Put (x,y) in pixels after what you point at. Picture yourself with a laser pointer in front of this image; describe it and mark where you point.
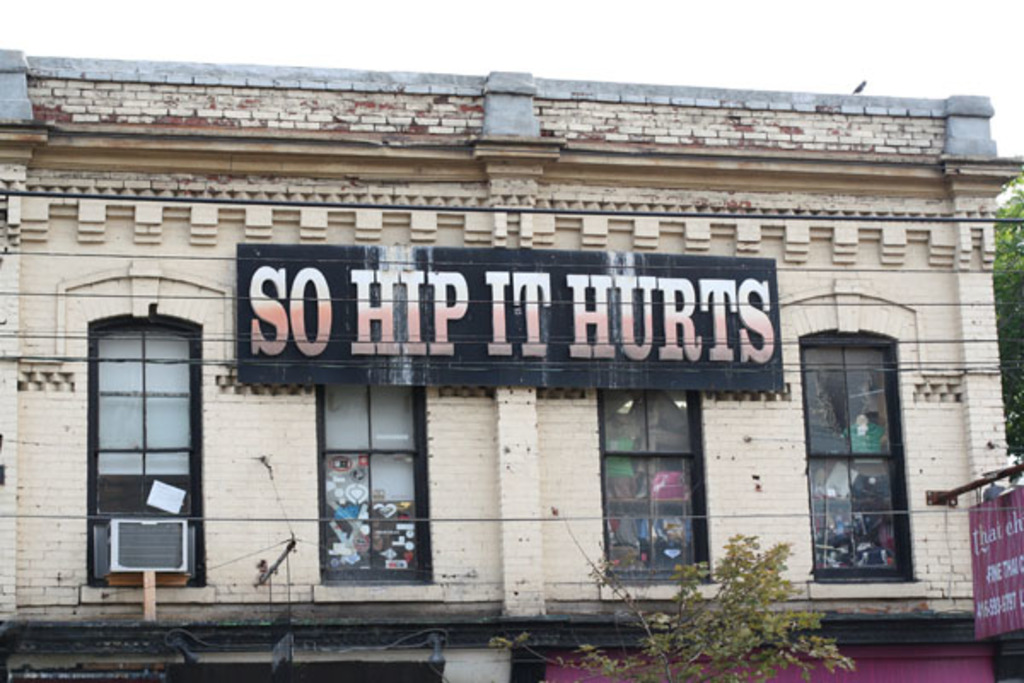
In this image there is a building (309,388) with the four windows (661,456). There is a hoarding (451,253) to the wall (398,225). At the bottom (692,625) there is a plant (741,591). At the top (481,37) there is sky (442,44).
